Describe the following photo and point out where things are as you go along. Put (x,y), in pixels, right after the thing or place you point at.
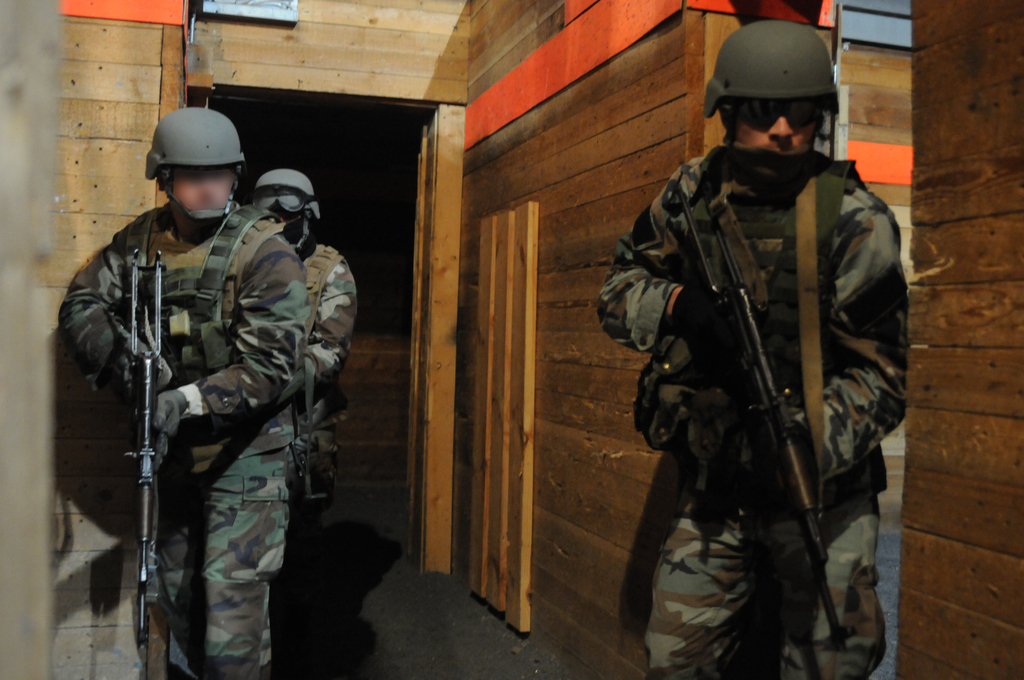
In this image there are people (274,501) wearing uniforms (246,513) and holding rifles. In the background (572,234) there is a door (395,311) and we can see wooden walls (599,173).
